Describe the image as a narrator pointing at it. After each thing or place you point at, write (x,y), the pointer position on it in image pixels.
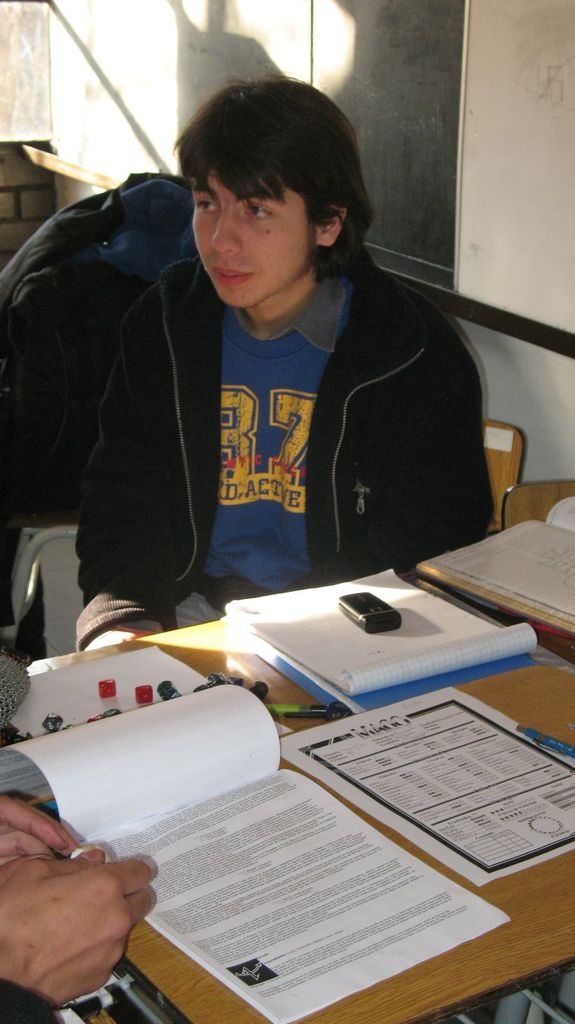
In this image there is a person (341,426) sitting on the chair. In front of him there is a table (369,988). On top of it there are papers (525,757), books (442,669), mobile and a few other objects (265,688). On the left side of the image (0,937) there is another person (20,831). In the background of the image (292,25) there is a wall (244,20).
